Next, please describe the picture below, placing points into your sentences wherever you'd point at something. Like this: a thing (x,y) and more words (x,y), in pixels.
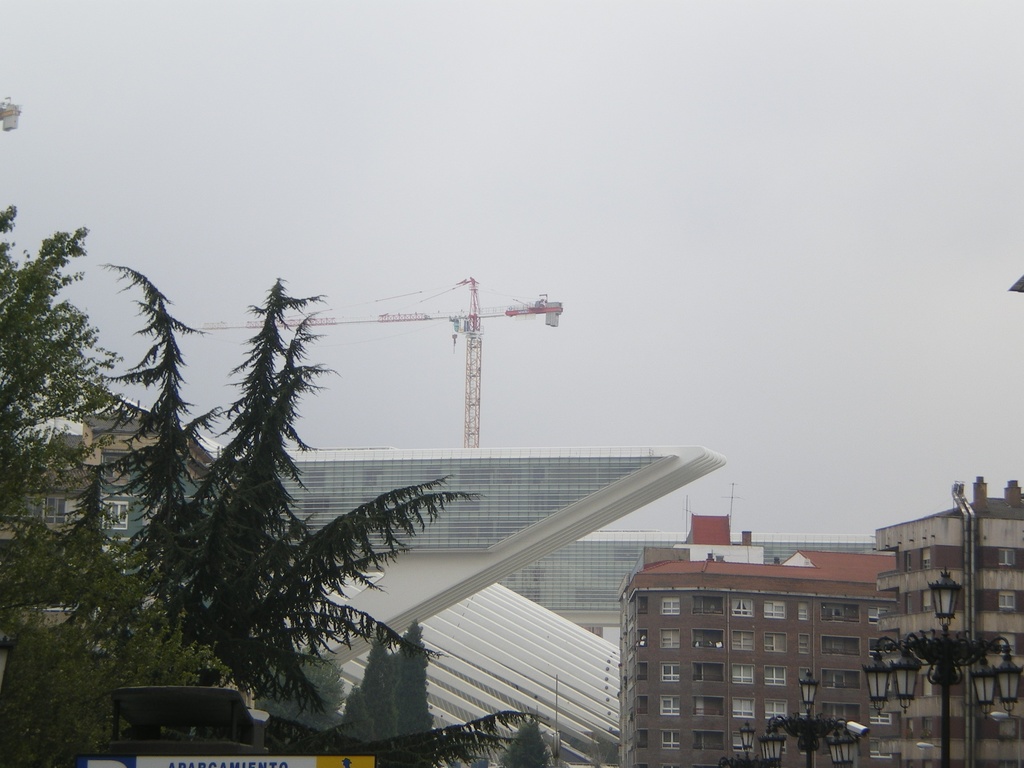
In this picture there are buildings (489,541), trees (324,581), and poles (877,655) in the image and there is a tower (466,426) in the background area of the image (474,383).
